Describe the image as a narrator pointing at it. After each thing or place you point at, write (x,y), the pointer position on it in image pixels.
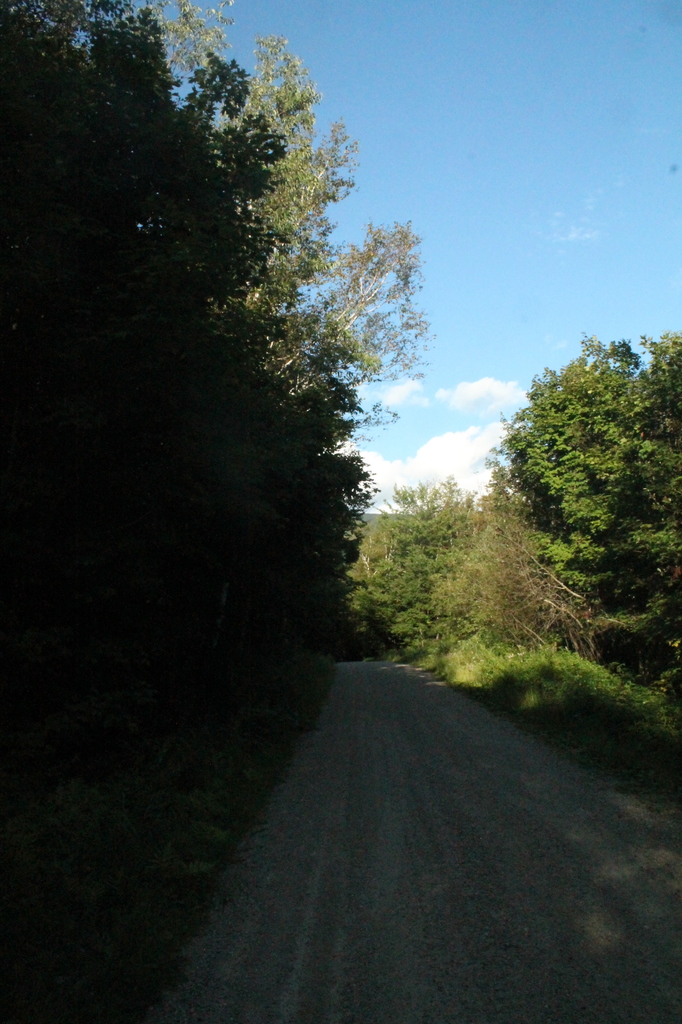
In this image I can see a road (422,839). On the left (124,602) and right side (463,549), I can see the trees (342,595). In the background (468,424), I can see the clouds (444,456) in the sky (529,258).
